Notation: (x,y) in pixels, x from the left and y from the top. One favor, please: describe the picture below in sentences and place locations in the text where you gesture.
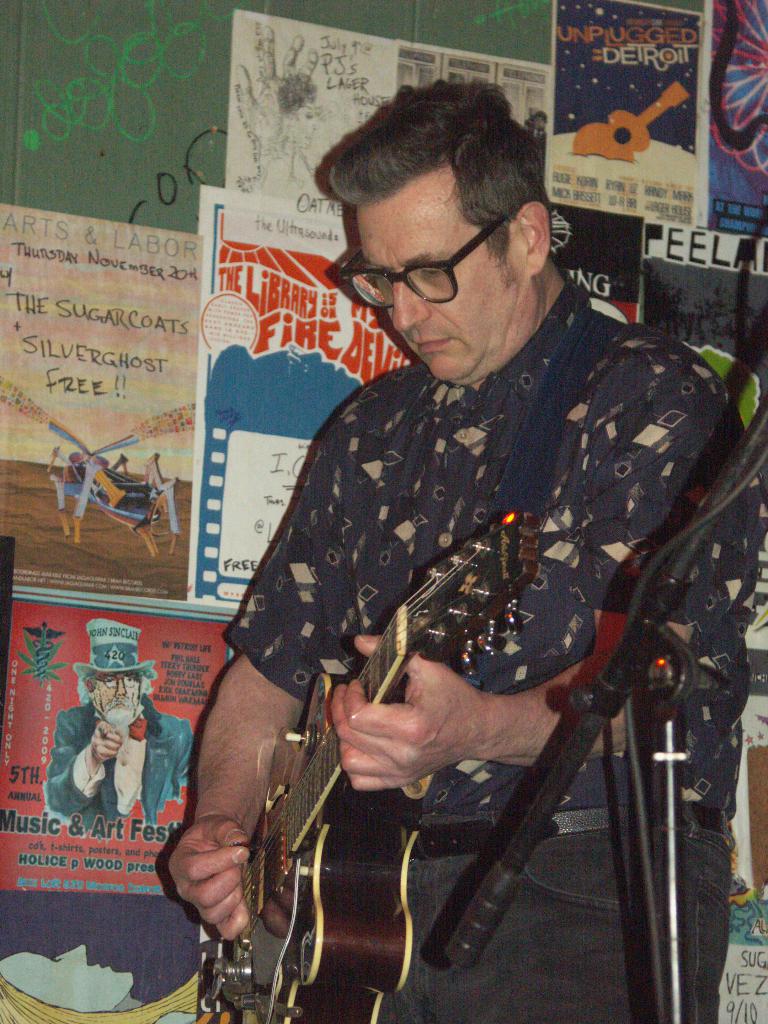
This man (452,323) wore spectacles (419,276) and playing guitar (431,633). On wall (191,292) there are posters (328,227).
